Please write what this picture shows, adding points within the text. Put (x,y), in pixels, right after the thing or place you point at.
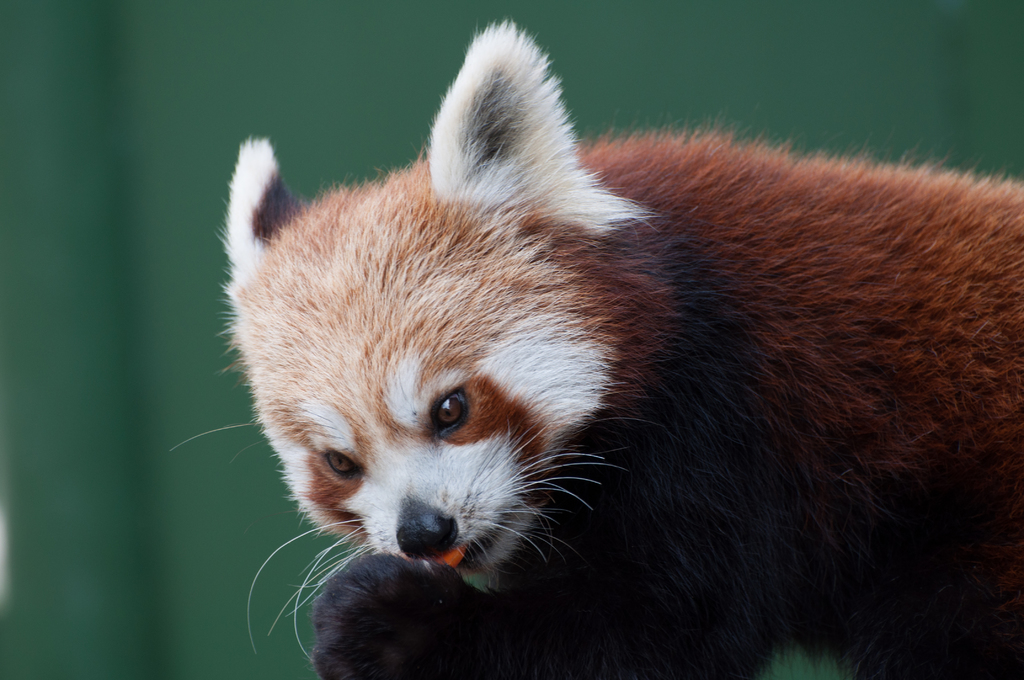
Here we can see brown and white color animal (565,383). Background (906,91) it is in green color.
